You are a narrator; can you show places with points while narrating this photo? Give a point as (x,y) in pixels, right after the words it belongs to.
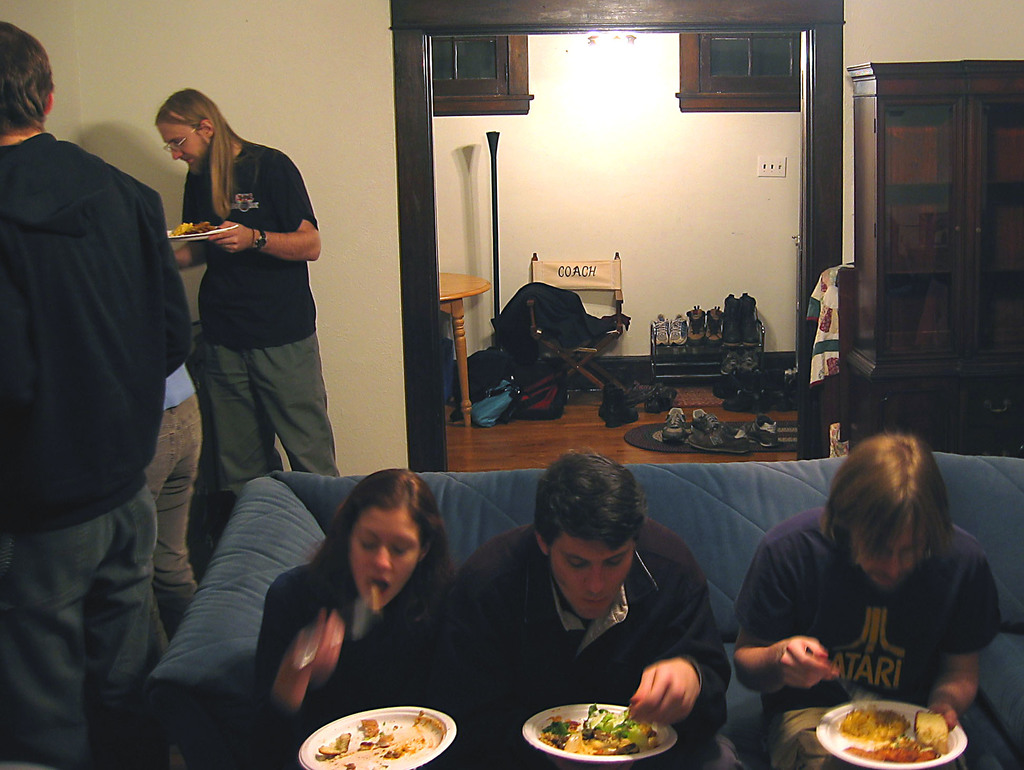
There are three persons (582,586) sitting in a sofa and eating and there are few people (106,443) beside them and there are also group of shoes (706,335) in the background (707,331).
